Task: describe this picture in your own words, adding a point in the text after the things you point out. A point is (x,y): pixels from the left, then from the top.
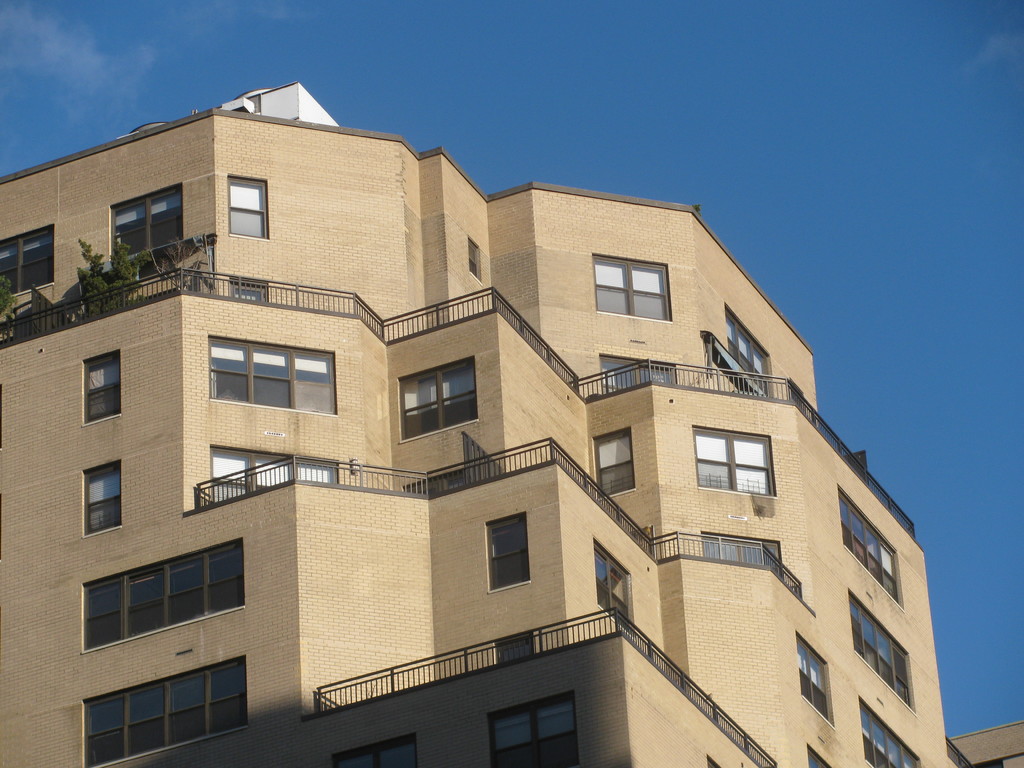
In this image we can see the building (479,520) with the glass windows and plants (93,287). Sky (429,21) is also visible.
